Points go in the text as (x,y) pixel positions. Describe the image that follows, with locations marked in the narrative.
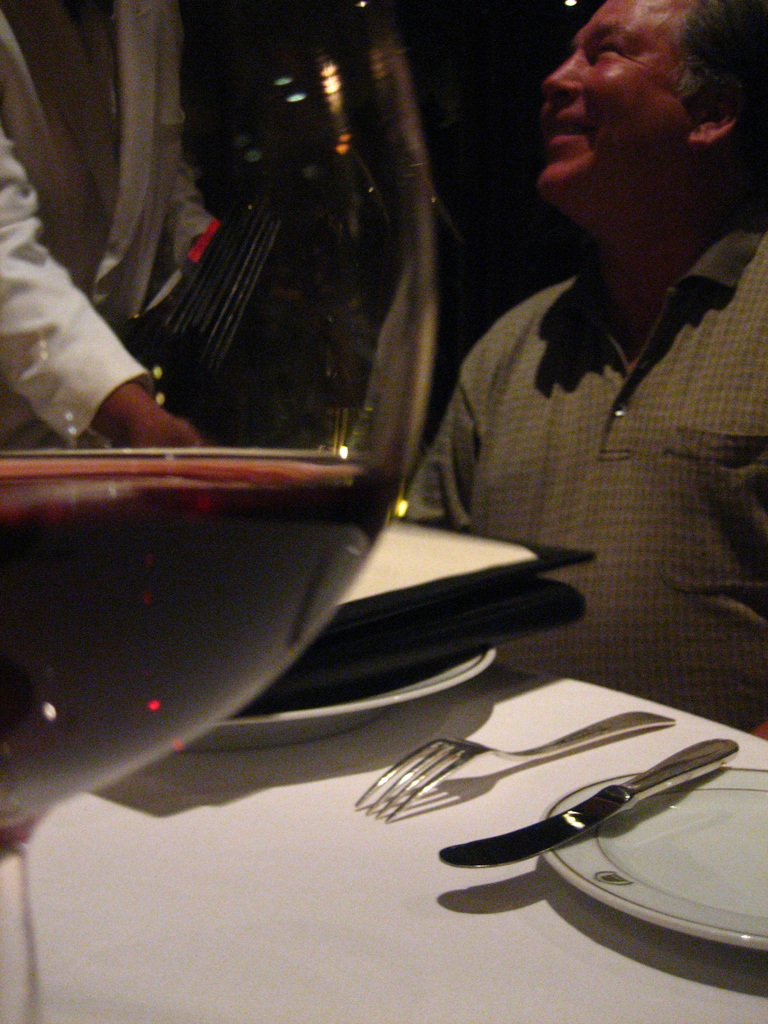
This image consists of a wine glass (204,472). To the right (655,348), there is a person (635,458) sitting. In the front (460,1014), there is a table (509,896) on which there are plates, a fork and a knife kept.
